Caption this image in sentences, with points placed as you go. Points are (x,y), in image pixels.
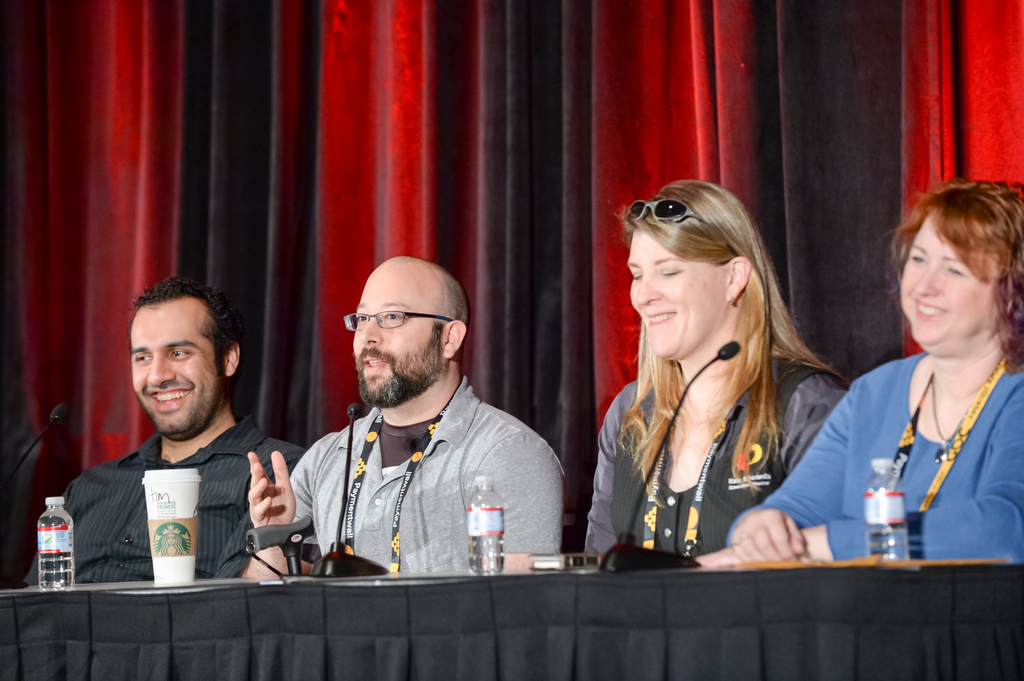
The picture is taken in a conference. In the center of the picture (636,450) there are two men (363,425) and two women (745,439) sitting, in front of them there is a desk (381,585), on the desk (982,593) there are mics (346,500), water bottles (478,537) and a cup (172,526). In the background (162,121) there is a black and red curtain (509,99).
